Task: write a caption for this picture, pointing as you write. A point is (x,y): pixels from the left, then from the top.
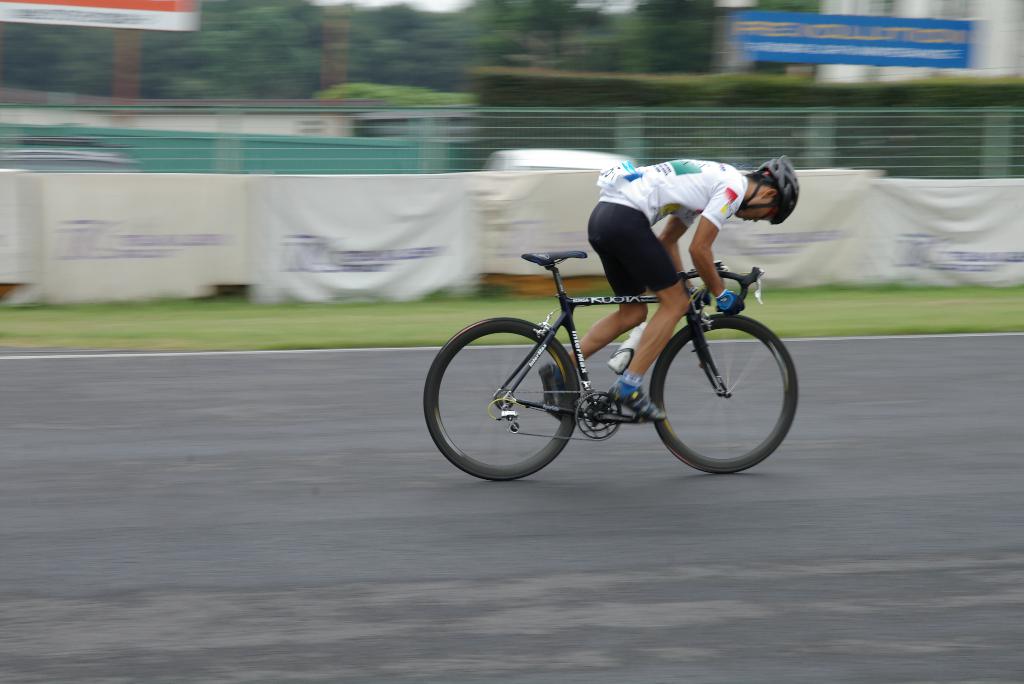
In this picture there is a man (635,351) riding bicycle (594,405) on the road (661,448) and wore helmet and gloves (734,298). In the background of the image (432,210) it is blurry and we can see grass (961,289), banners (352,287), hoardings (113,16) and objects (401,125).
